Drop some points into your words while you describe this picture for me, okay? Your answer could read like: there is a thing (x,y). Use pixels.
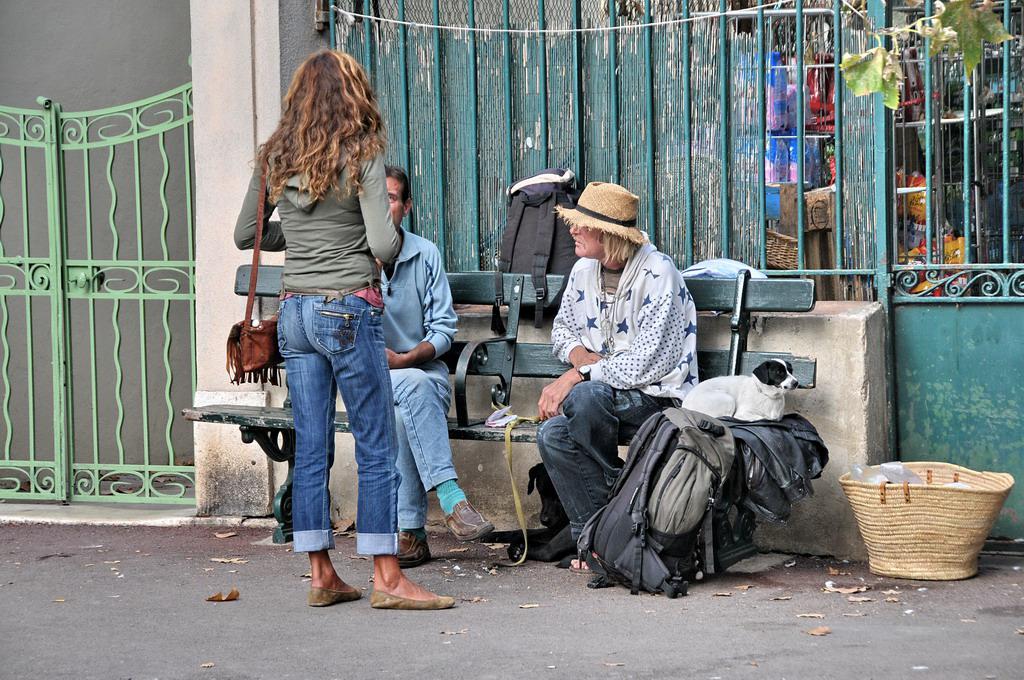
In the center (376,360) we can see three persons (362,311). One woman (344,304) standing and holding one bag (261,363). And two persons (629,362) were sitting on the bench (553,369). Around them we can see backpack (703,442), cloth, dog (743,406), jacket (780,440) etc. On the back (725,82) we can see gate (90,221), basket (931,511) etc.
